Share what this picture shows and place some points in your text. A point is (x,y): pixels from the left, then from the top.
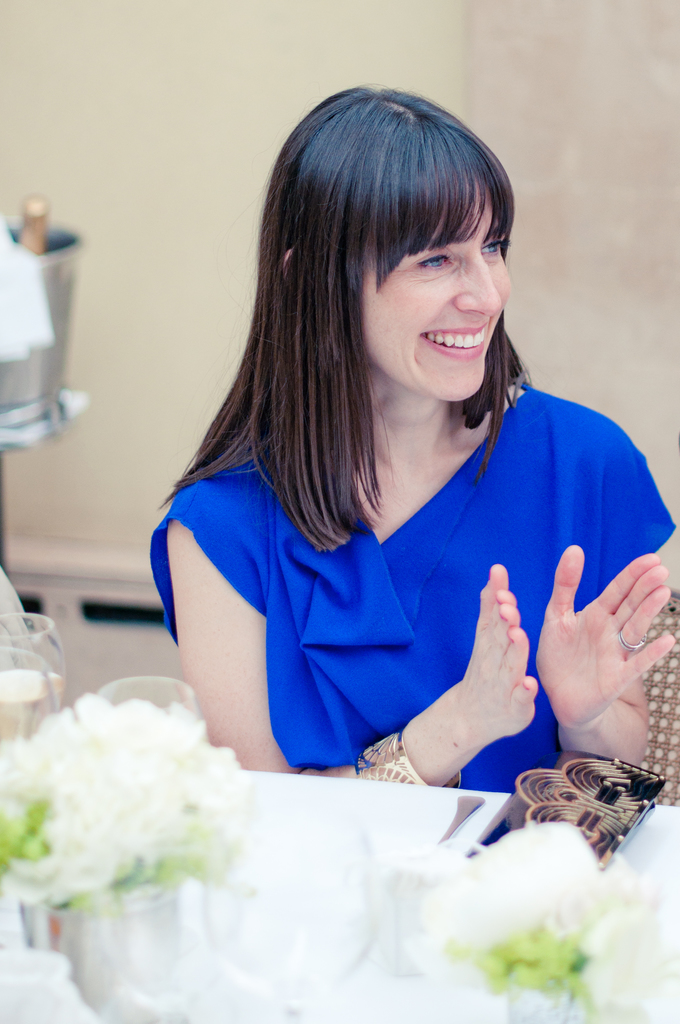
This is a picture of a woman (558,448) sitting and smiling near the table (282,844) where there is a flower (115,844), glass (25,691), and a pouch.
